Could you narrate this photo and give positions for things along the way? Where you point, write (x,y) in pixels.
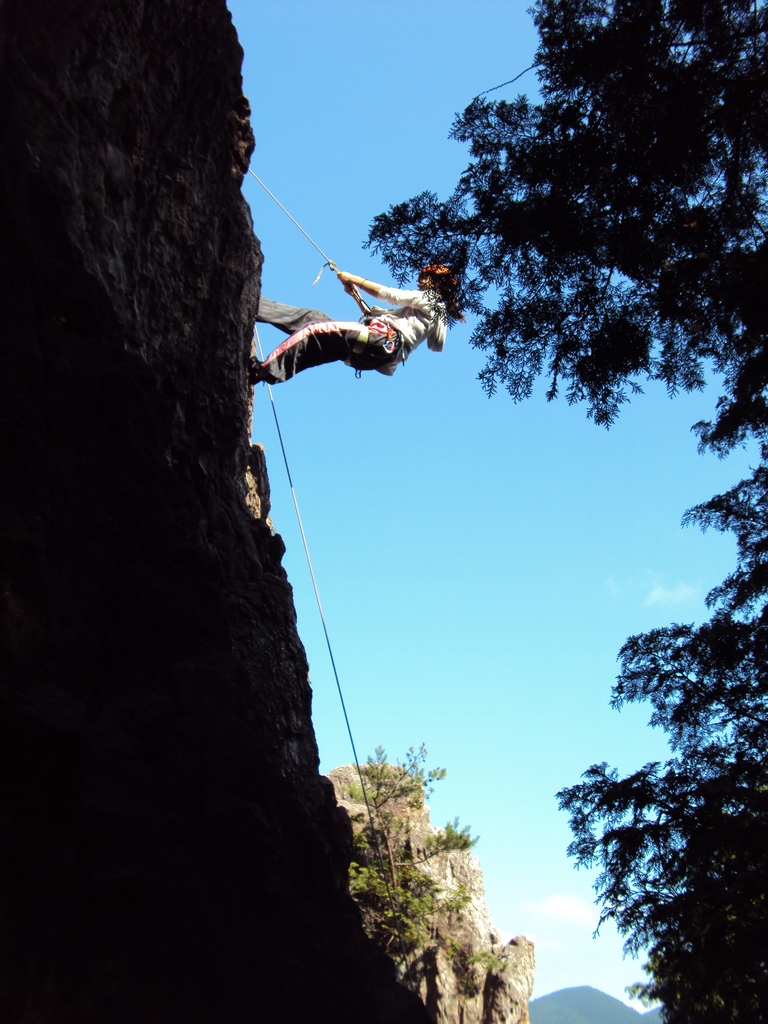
In this image, we can see there is a person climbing the mountain (159,269) with the help of rope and the background (417,528) is the sky (461,523).
